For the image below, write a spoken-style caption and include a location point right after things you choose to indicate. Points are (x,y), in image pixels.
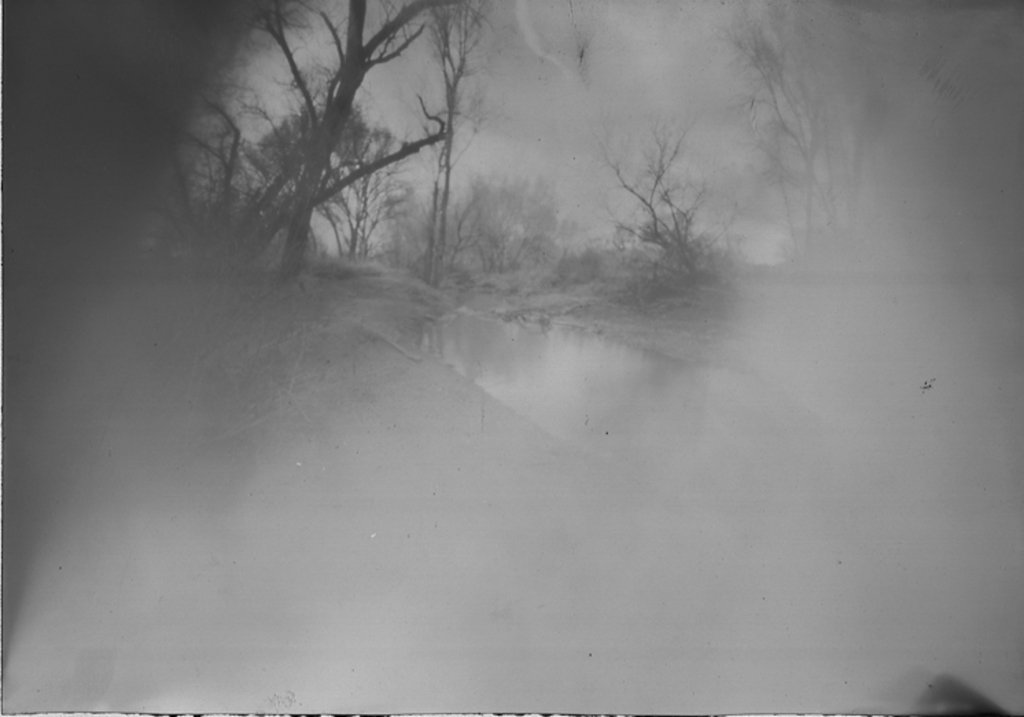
In the image we can see fog (963,624). Behind the fog (685,366) there is water (633,416) and trees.
